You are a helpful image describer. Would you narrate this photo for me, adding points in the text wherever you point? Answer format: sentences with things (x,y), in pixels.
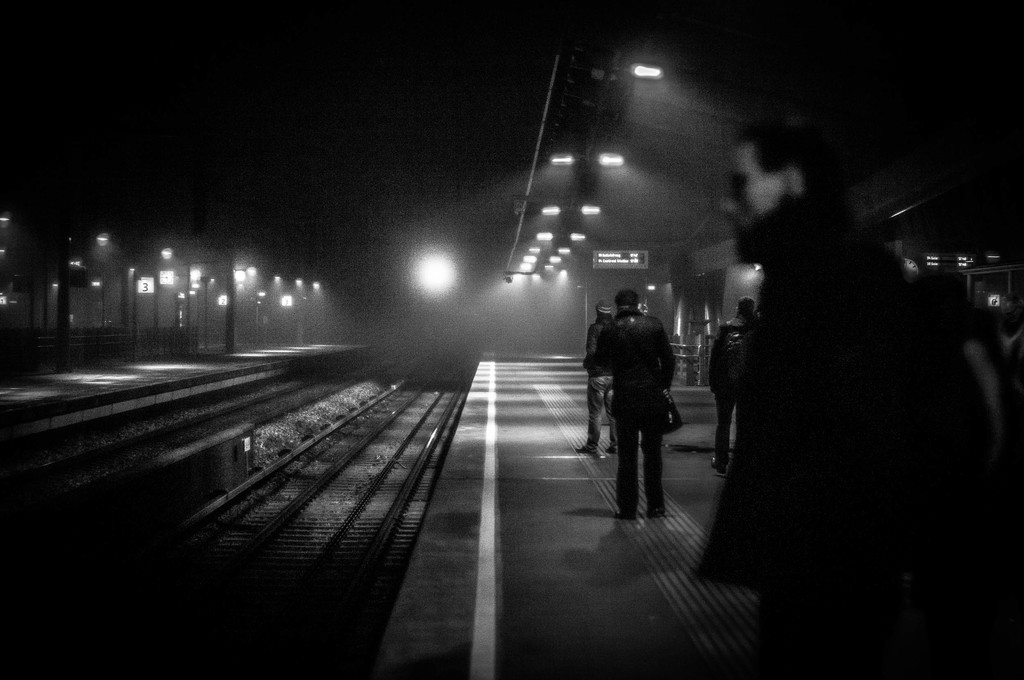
In this image I can see few persons (838,479) standing. I can also see few tracks (338,427), background I can see few lights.
